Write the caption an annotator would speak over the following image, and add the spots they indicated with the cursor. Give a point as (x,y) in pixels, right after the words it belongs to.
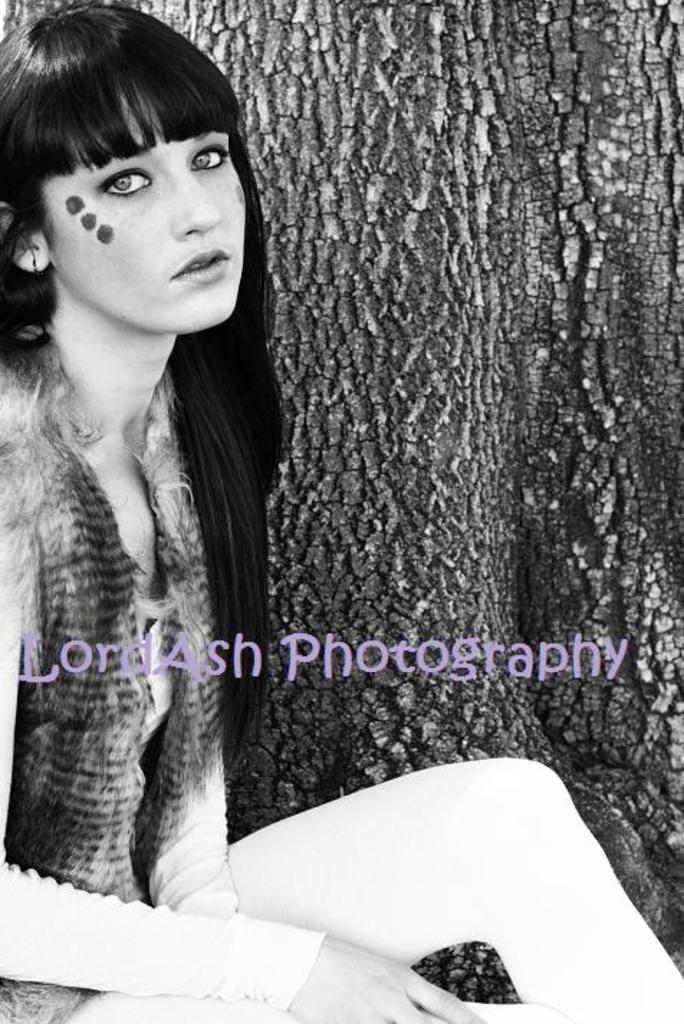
In this picture I can see a woman (352,819) and a tree bark (410,132).
